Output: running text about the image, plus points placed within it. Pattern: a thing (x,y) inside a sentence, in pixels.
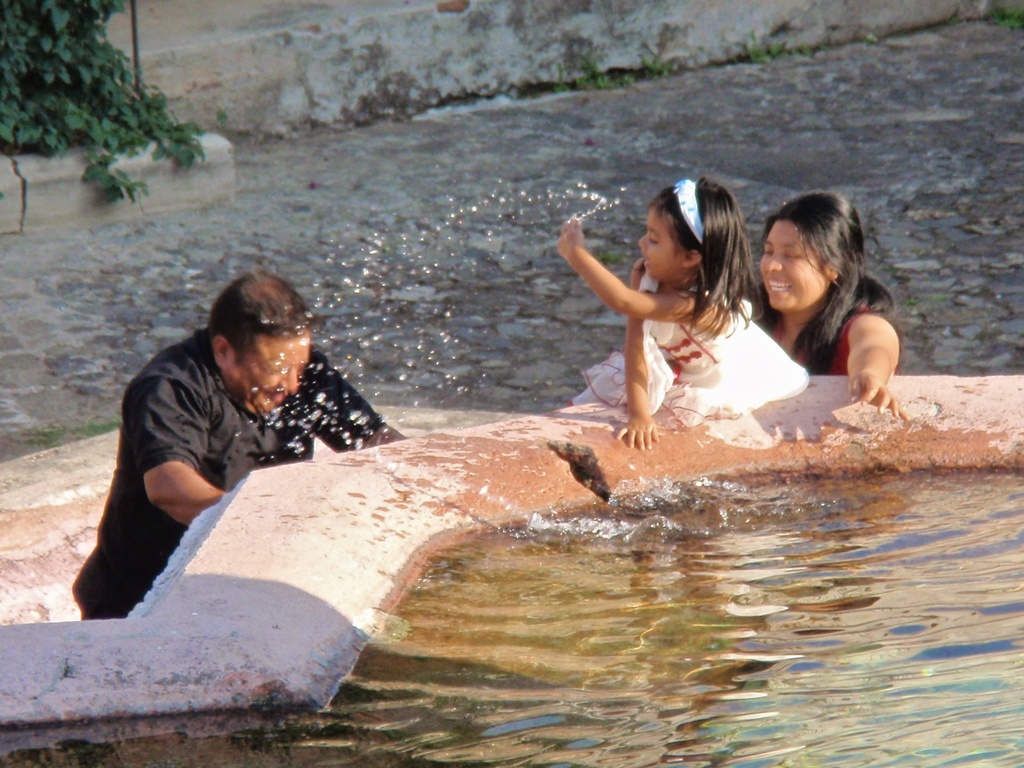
In this image there are few people (376,415) on the ground (587,344). They are playing with water (574,616). There is water (548,596) around them. In the top left (104,87) there are plants (88,81) on the ground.
